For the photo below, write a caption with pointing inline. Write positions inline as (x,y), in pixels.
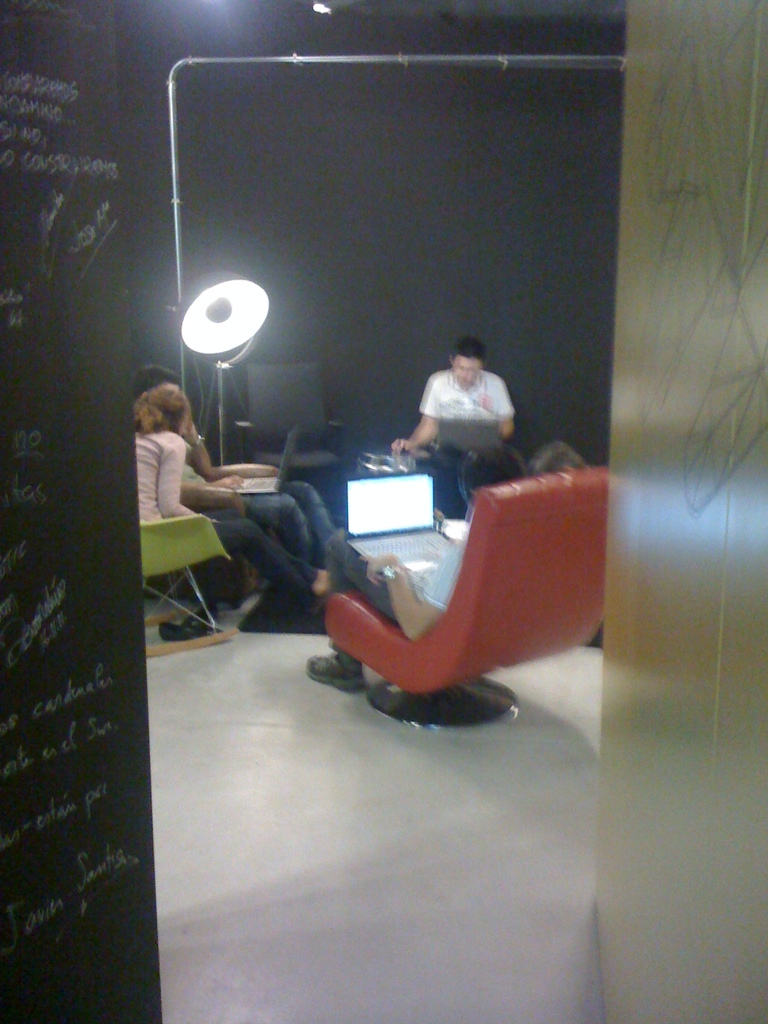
In the image we can see there are people (217,487) who are sitting on chair (528,605) and there are laptops (418,547) in their lap (363,578).
